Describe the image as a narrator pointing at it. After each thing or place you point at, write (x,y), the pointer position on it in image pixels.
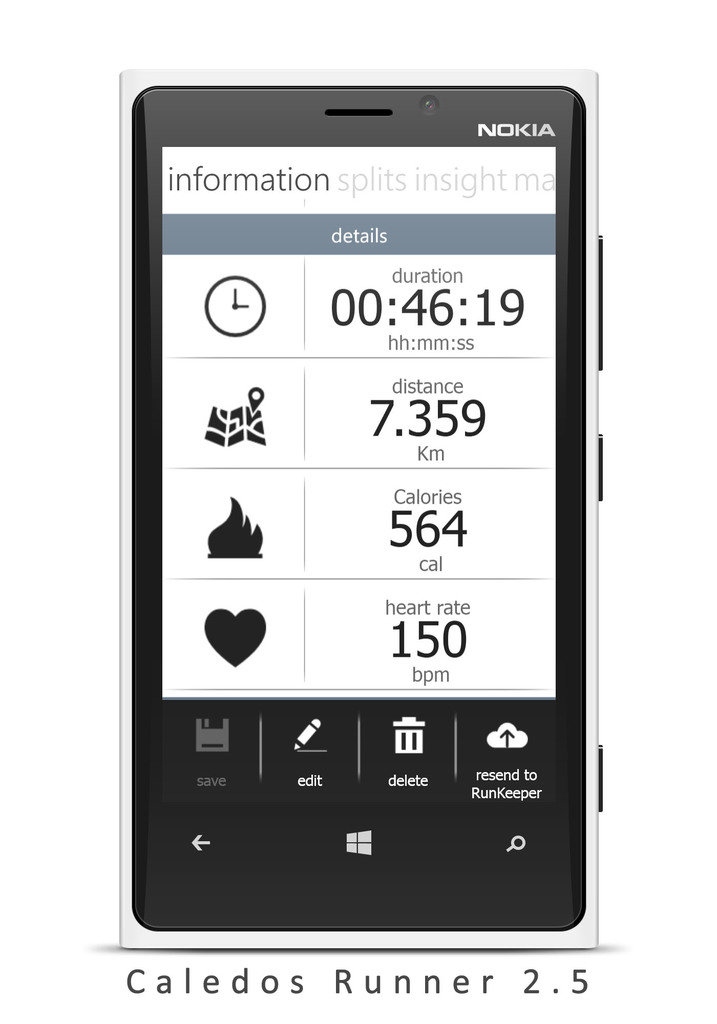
In this image we can see a Nokia mobile (598,314) and at the bottom (243,988) some text (233,984) is written and in the background (466,1014) we can see the white.
